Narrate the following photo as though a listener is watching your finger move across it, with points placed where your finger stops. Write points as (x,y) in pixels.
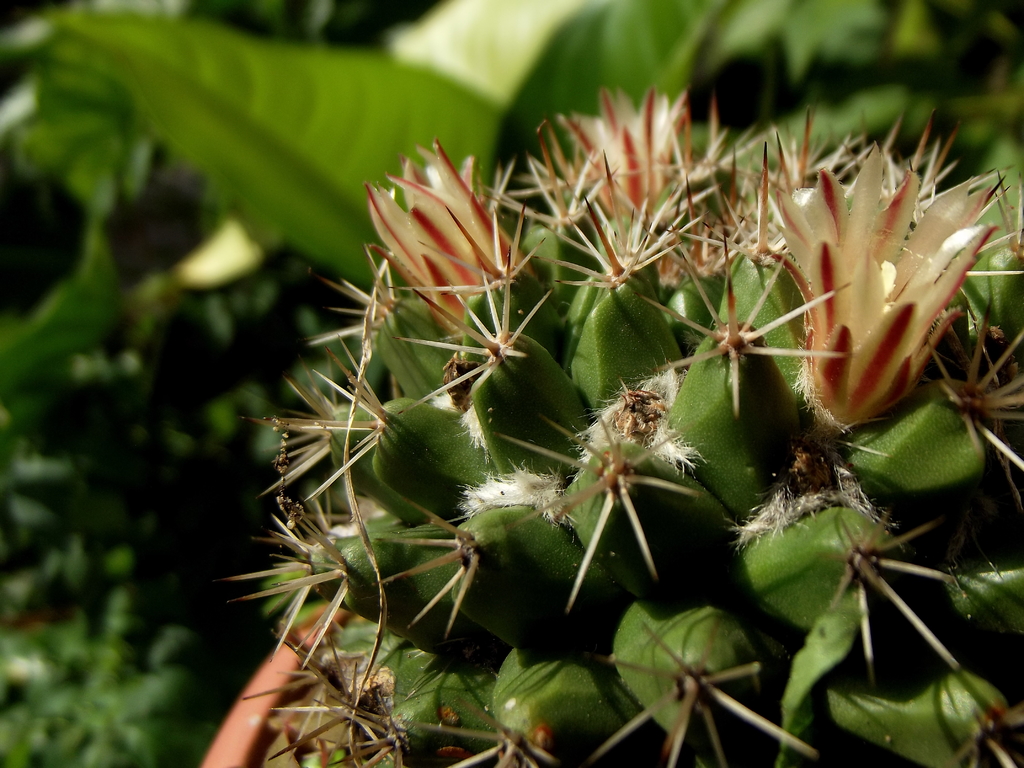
In this image I can see few flowers (876,330) which are red and cream in color to a plant (642,305) which is green in color. In the background (483,163) I can see few trees (307,126) which are green in color.
